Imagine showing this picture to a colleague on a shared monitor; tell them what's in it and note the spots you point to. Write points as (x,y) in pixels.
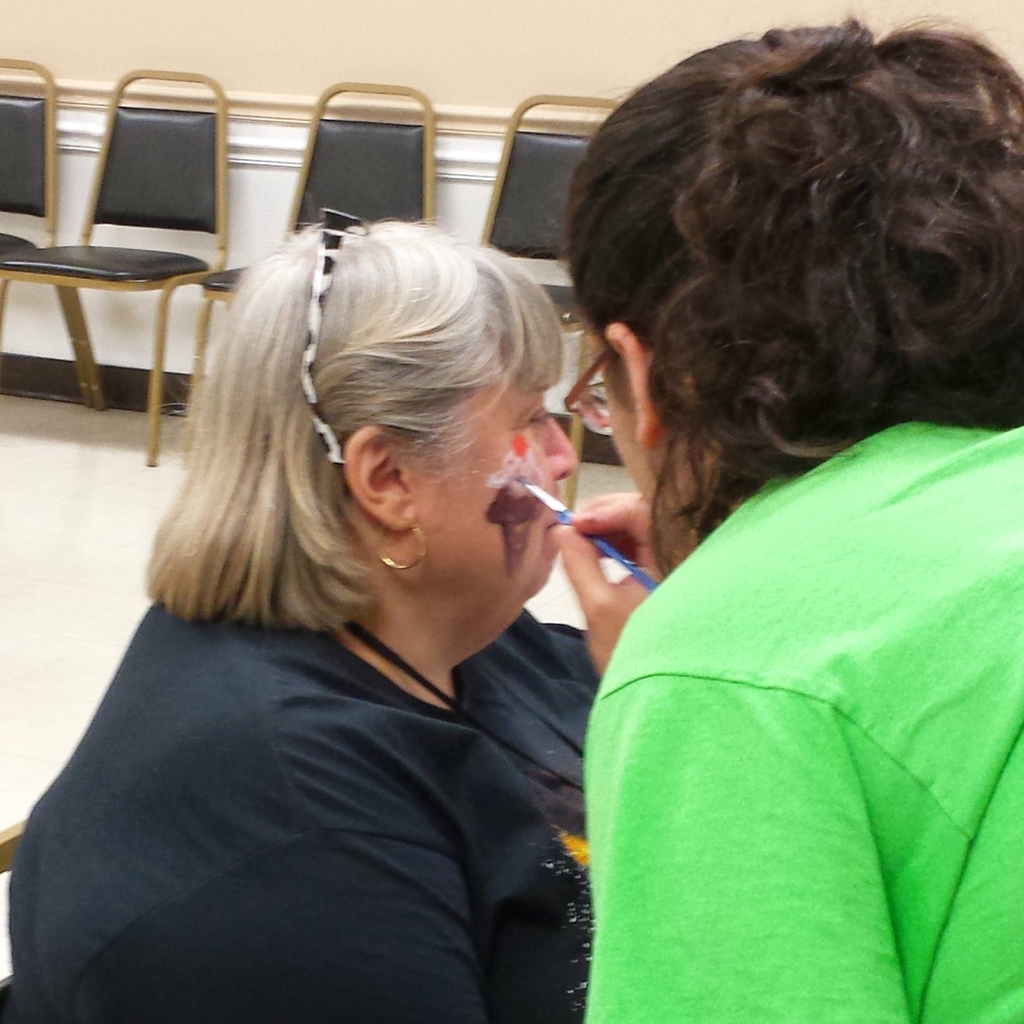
In this image I can see a person (824,615) holding a brush (565,517) in her hand (587,531). In front this person (654,692) there is another woman (340,666) is sitting. In the background (187,177) there is a wall (321,41) and chairs (551,213).
